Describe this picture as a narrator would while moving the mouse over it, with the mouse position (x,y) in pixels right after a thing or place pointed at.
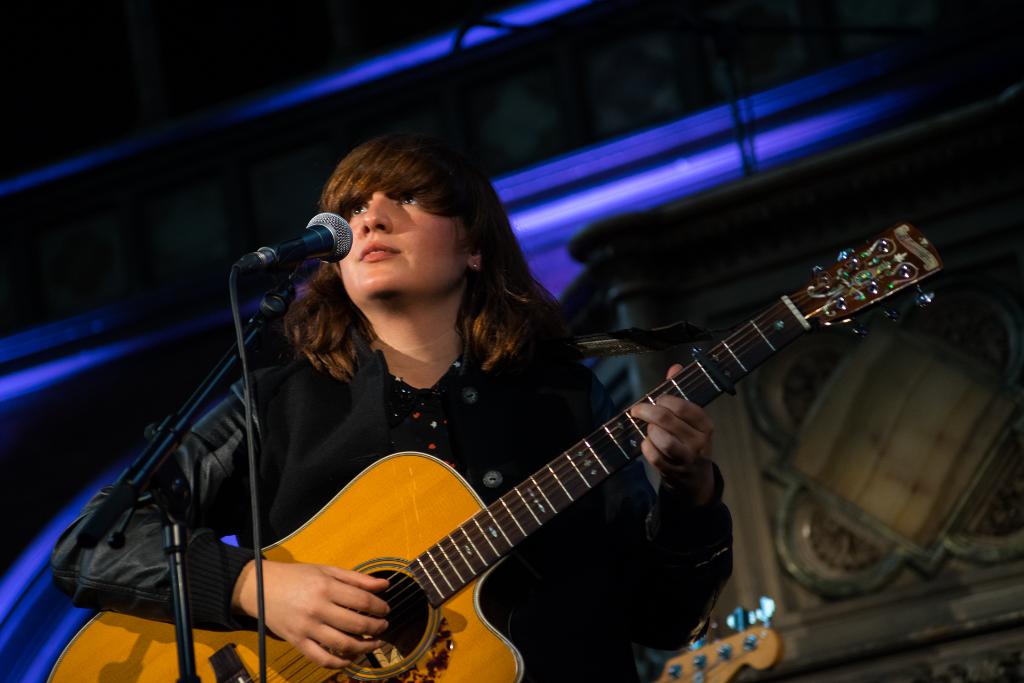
In this picture we can see woman (318,372) holding guitar (846,279) in her hand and playing it and singing on mic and in background (529,189) we can see light (762,149), wall (755,174) and it is dark.
